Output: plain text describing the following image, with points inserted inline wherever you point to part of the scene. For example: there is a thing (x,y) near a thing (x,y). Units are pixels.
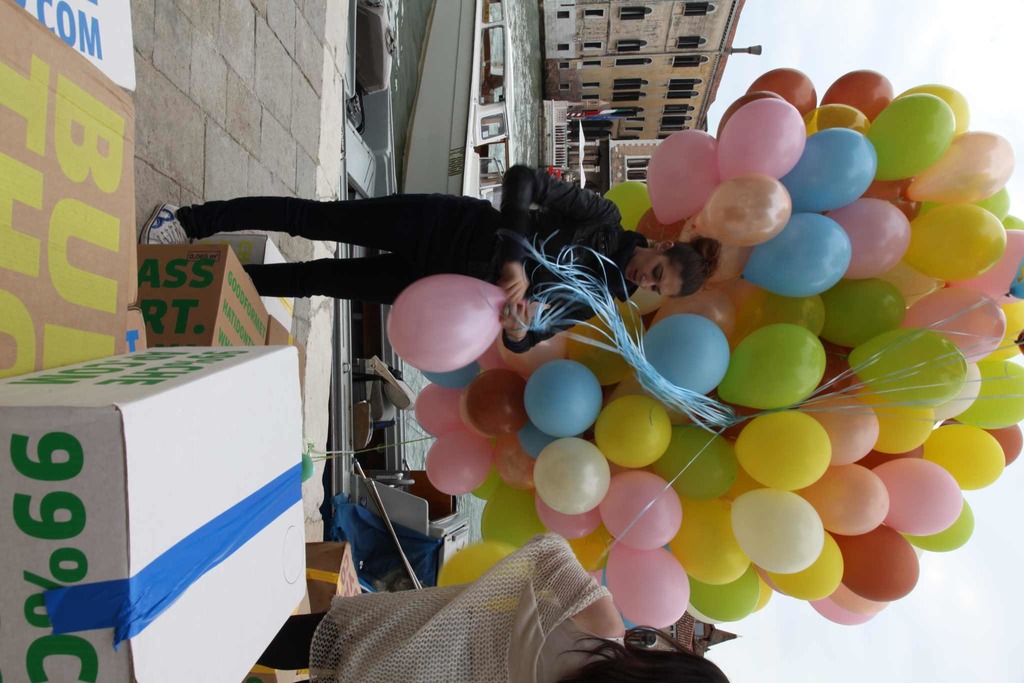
In this picture I can see there is a woman (475,263) standing and holding a bunch of balloons (658,468) in her hand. There are few carton boxes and a woman (586,654) standing and in the backdrop (502,53) there is a lake (405,103) and a boat (433,72) in the lake (520,50). There are few buildings (591,69) and the sky (926,39) is clear.
